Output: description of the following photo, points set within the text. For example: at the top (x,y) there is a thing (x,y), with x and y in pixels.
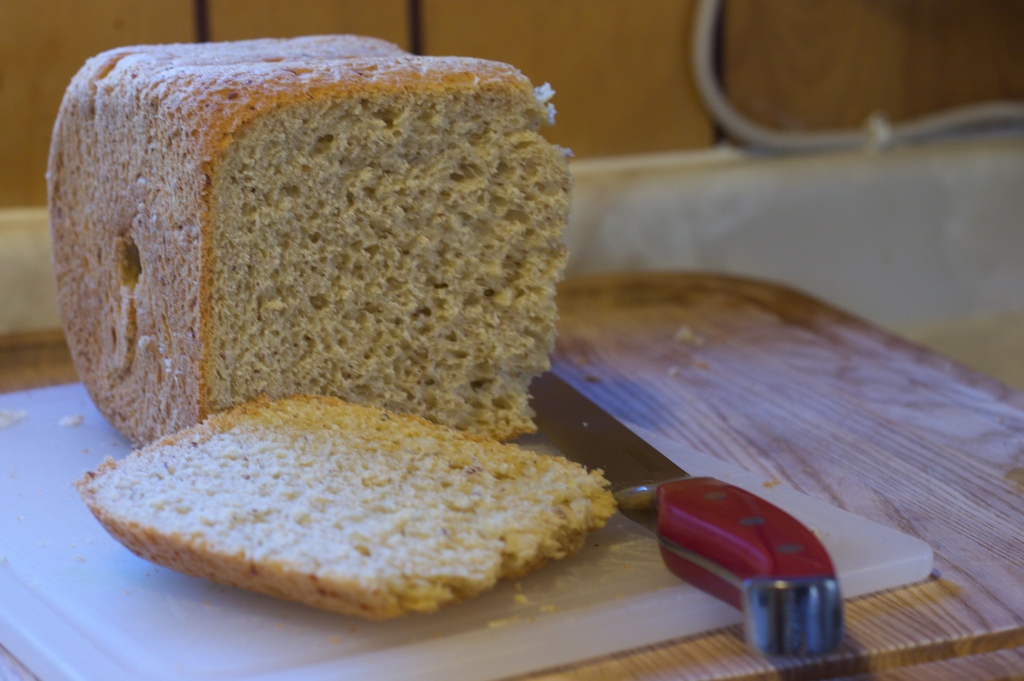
Bottom of the image (915,457) there is a table (893,457), on the table (814,454) there is knife (575,411) and bread (272,551) and cutting mat (58,546). Behind the bread (212,268) there is wall (888,62).
